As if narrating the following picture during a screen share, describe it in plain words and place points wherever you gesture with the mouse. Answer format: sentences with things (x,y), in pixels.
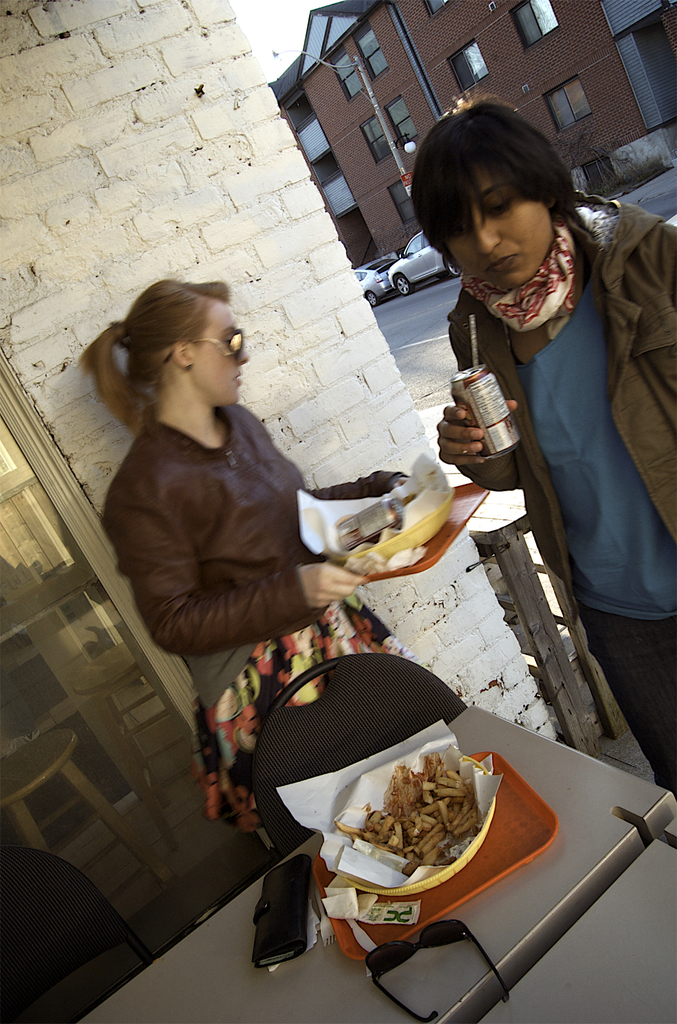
At the bottom of the image (221,1009) there is a table (497,956) with goggles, wallet (275,945) and a tray (532,834) with food items (403,833) in it. Behind the table (252,927) there are two chairs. Behind the chair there is a lady (217,554) with goggles (221,347) is standing and holding a tray (475,511) with few items (378,516) in it. On the right side of the image (556,329) there is a lady (565,408) holding a tin (506,423) in her hand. Behind them there is a wall (67,351) with glass window (33,745). And in the background (324,119) there is a building (350,75) with walls (358,100), glass windows (352,75) and roof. And there are cars (421,251) on the road (387,300).
